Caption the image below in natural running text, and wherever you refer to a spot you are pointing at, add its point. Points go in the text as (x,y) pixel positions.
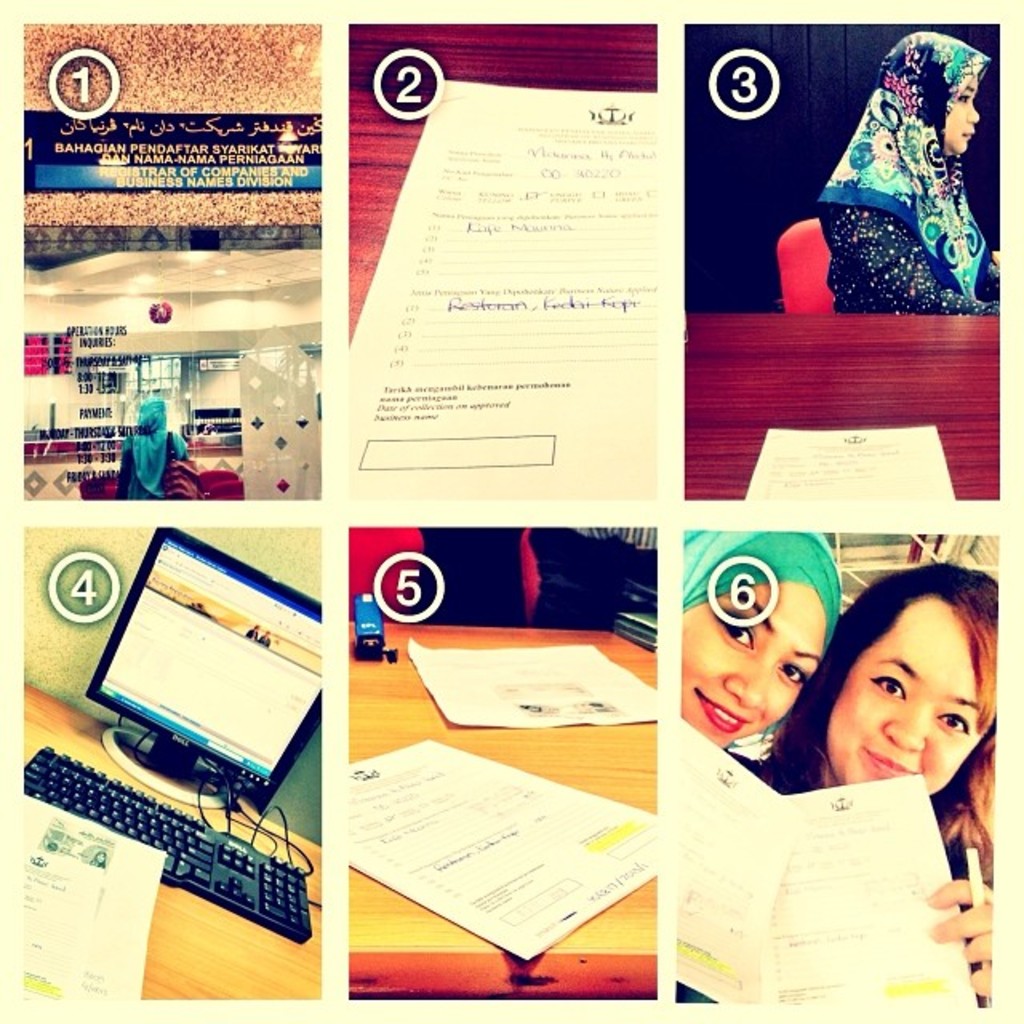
This is a collage image. In the center of the image (571,356) we can see tables (515,730), papers (478,668), chair (531,599), files (635,621). On the left side of the image (157,491) we can see screen (206,737), keyboard (182,821), paper (70,911), table (209,909), person (179,460), roof (223,259), door (246,356), wall (234,391). On the right side of the image (888,473) we can see table (853,408), paper (873,441), chair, person (941,203) and roof (881,569), two persons (859,746) are holding paper (860,845), pen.
